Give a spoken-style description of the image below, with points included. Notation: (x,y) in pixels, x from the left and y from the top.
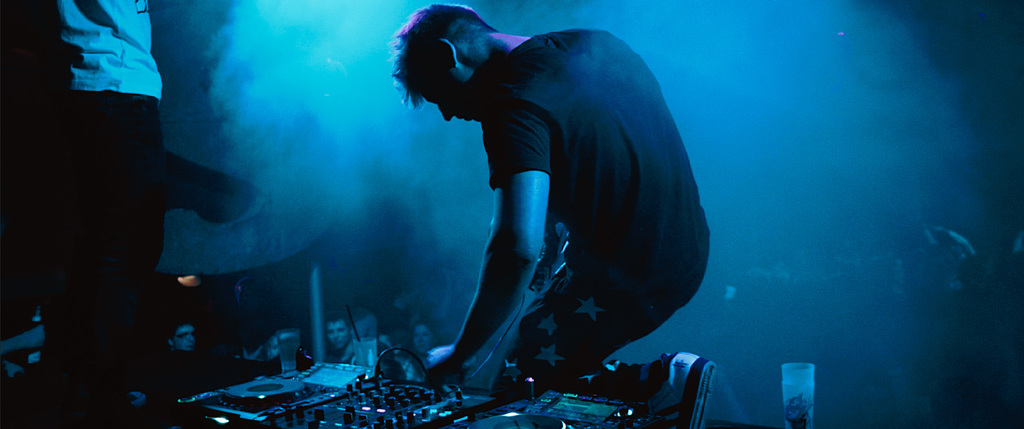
In this picture we can see two persons (511,236) in the front (535,193), at the bottom (480,401) there is audio visual equipment (347,414), on the right side (788,411) there is a glass (797,386), we can see three persons (337,331) in the middle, in the background (412,323) there is some smoke (327,63).
